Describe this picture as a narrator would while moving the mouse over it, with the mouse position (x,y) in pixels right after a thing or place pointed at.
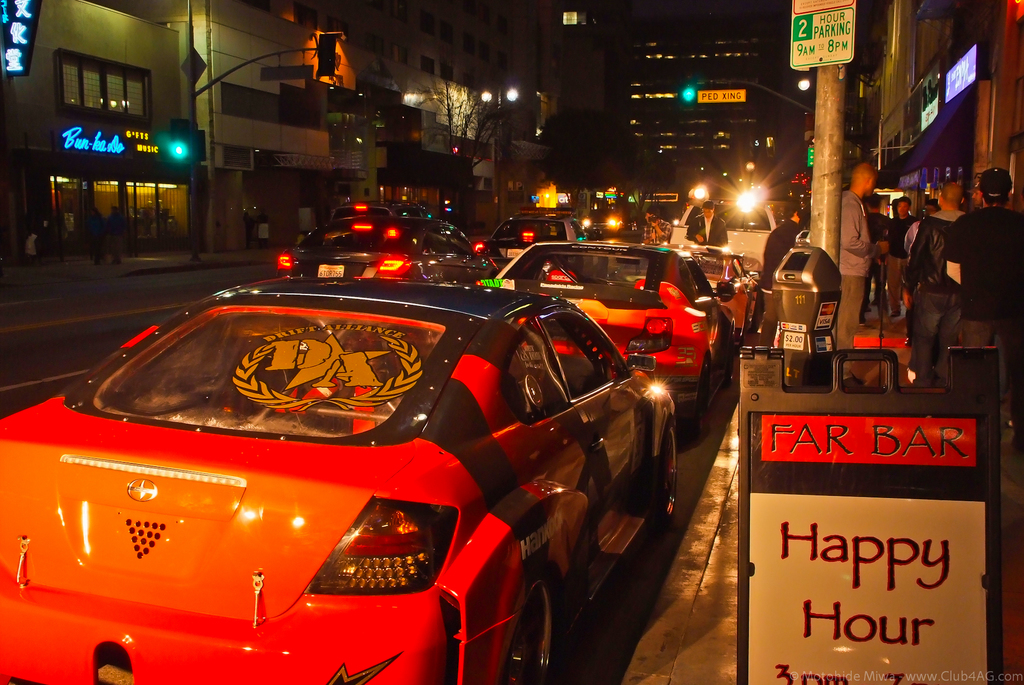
In this image there are so many cars (409,478) on the road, beside them there are so many buildings (714,65) and also there are some electrical poles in front of them.
